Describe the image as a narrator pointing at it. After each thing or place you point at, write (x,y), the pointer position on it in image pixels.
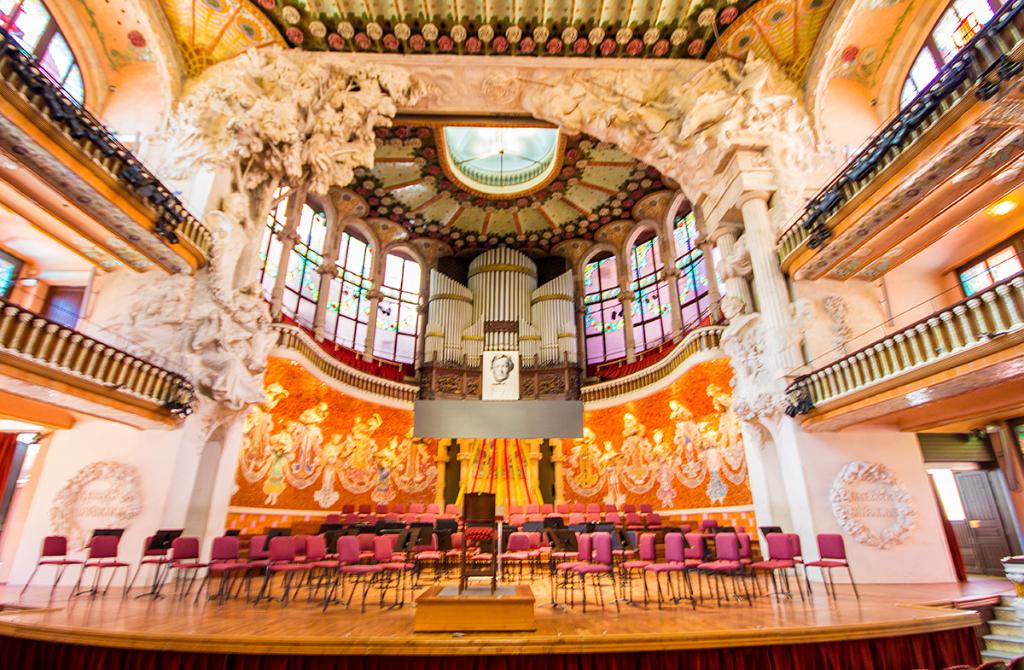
The image is taken in the hall (409,596). At the bottom of the image (465,538) there are chairs (451,549). On the right (979,565) there is a door (971,516) and we can see sculptures (636,114) and pillars (773,317).
